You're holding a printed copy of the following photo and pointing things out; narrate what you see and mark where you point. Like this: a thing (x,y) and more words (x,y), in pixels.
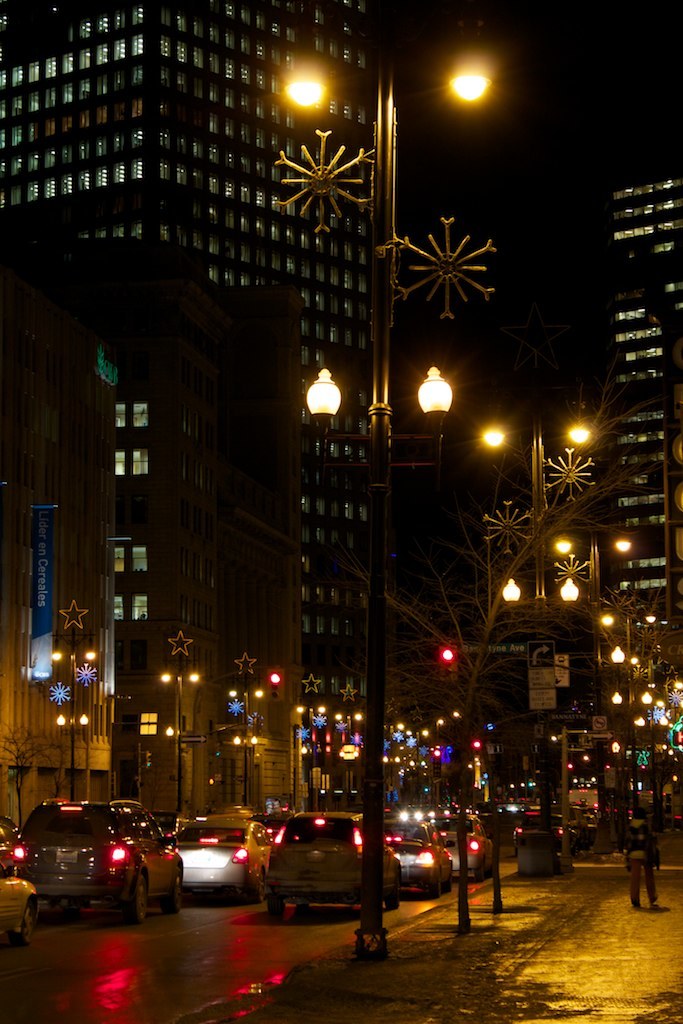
In this picture there is a person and we can see lights (291,94) and decorative items (56,688) on poles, vehicles (437,825) on the road (300,915) and trees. In the background of the image (241,343) we can see buildings (292,680), boards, banner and it is dark.
